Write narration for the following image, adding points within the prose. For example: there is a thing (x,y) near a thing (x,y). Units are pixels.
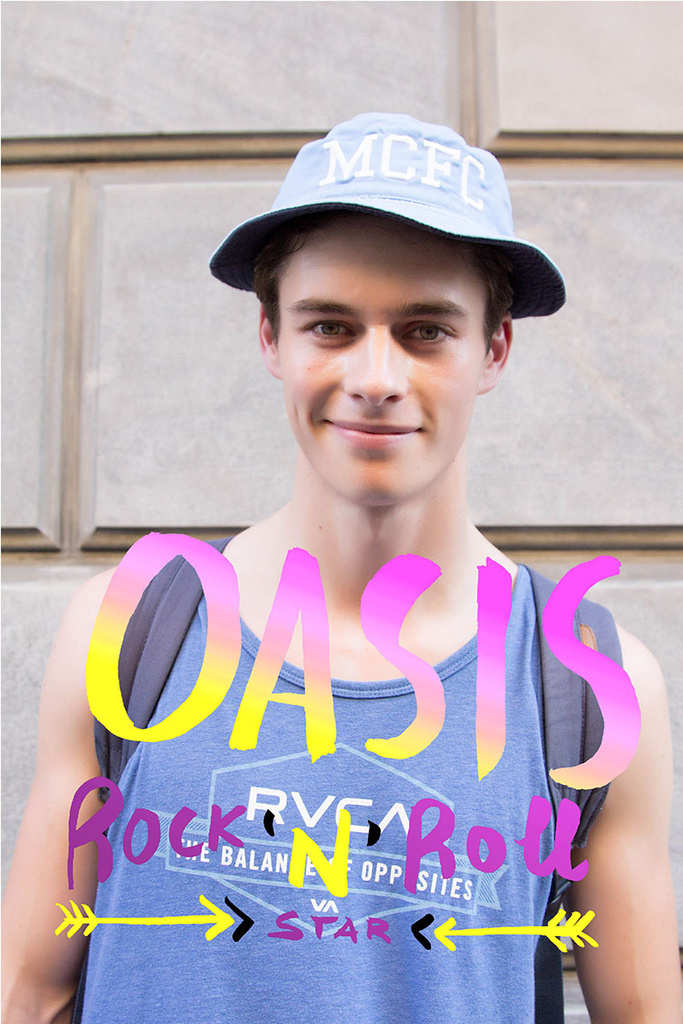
Here I can see a man (358,820) wearing a t-shirt (353,796), cap (368,203) on the head (421,276), smiling and giving pose for the picture. At the back of him there is a wall (84,348). On this image, I can see some edited text (178,827).
